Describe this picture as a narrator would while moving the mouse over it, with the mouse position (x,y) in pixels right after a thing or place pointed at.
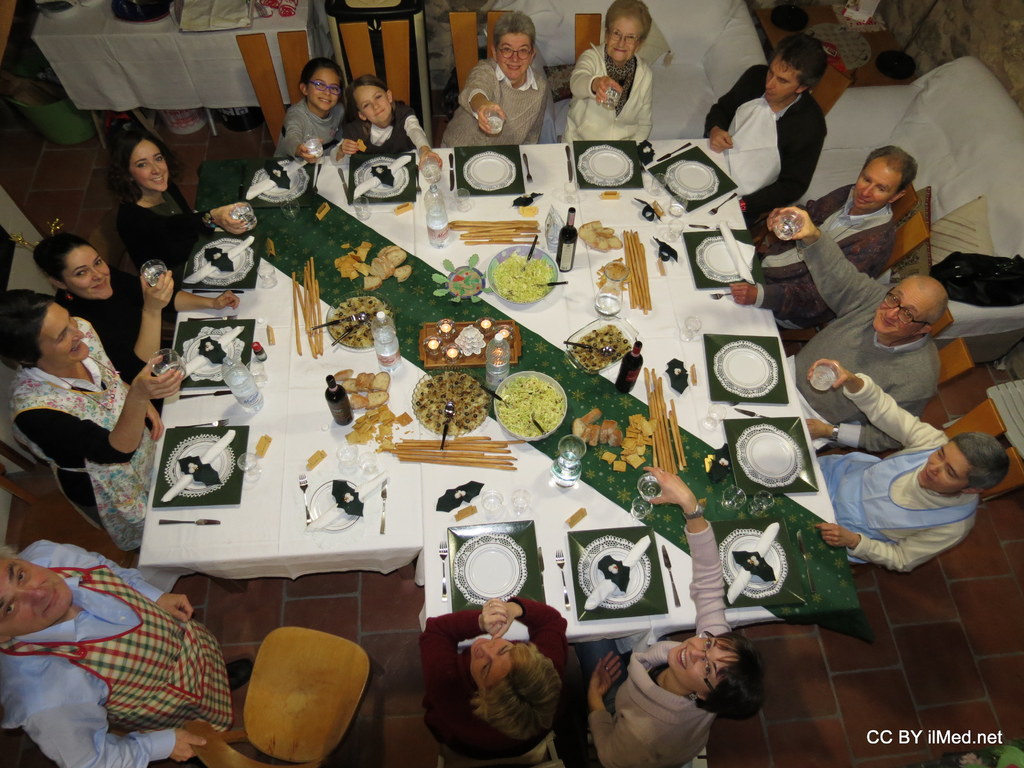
There are persons (73,444) in different color dresses (58,693), sitting on chairs (360,49) around the table (273,565) on which, there are food items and other objects (441,224). In the background (900,89), there are other objects (87,27). On the bottom right (965,740), there is a watermark (947,737).
